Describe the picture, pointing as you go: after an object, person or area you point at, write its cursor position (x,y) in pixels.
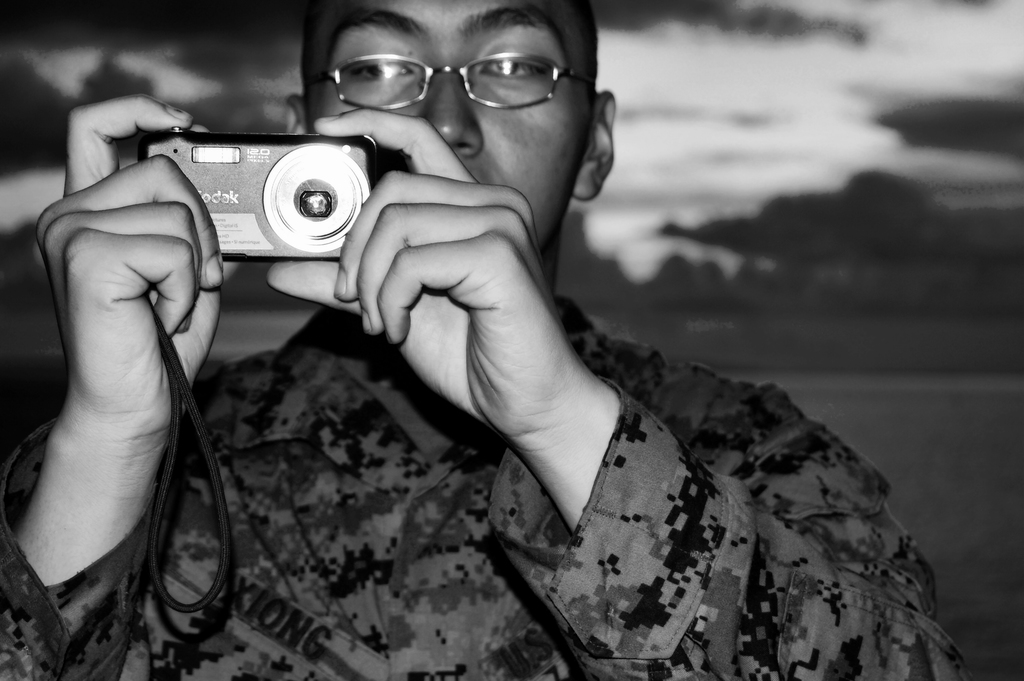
This is a picture of a man (512,131) who is having a camera (225,187) in his hand (196,194).
